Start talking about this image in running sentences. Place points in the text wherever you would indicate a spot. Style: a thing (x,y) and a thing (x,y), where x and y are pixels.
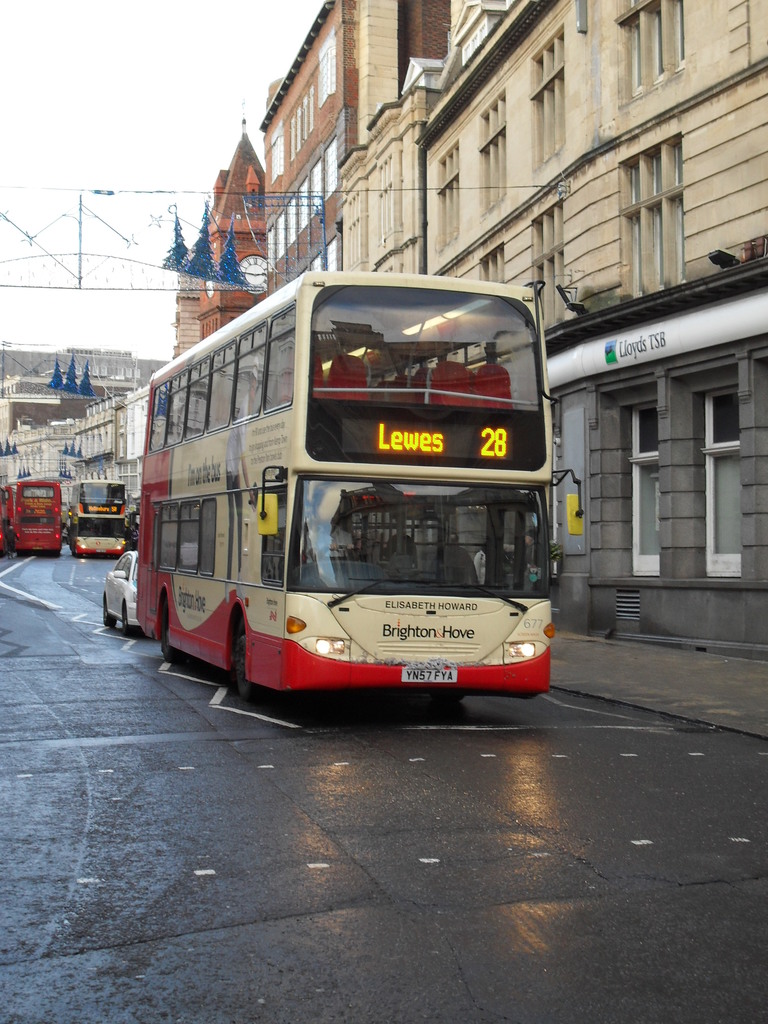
In the center of the picture (463,388) it is road (65,573), on the road (301,719) there are buses (195,628) and car (136,581). In the middle of the picture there are buildings (385,248), boards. At the top (228,92) it is sky (189,66). On the right (706,692) it is footpath (641,659).
